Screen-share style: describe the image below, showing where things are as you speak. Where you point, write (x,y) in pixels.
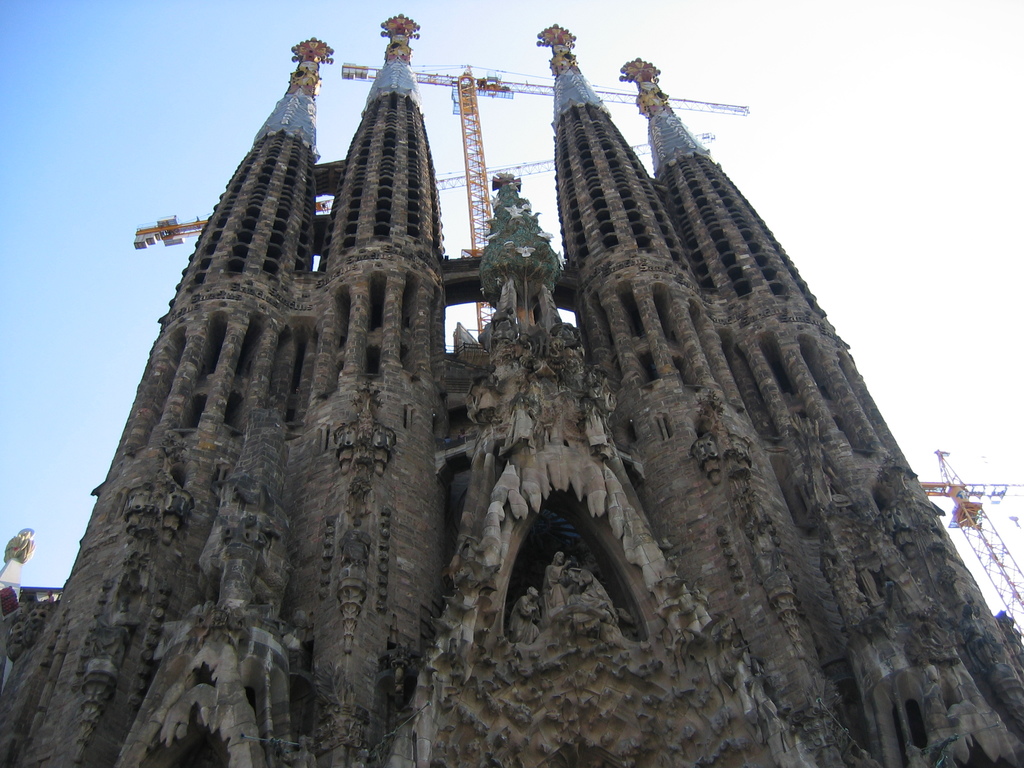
In this image I can see towers (699,350), sculptures (520,607) of a person (566,572) and metal rods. In the background (447,249) I can see the blue sky (154,62). This image is taken may be during a day.
